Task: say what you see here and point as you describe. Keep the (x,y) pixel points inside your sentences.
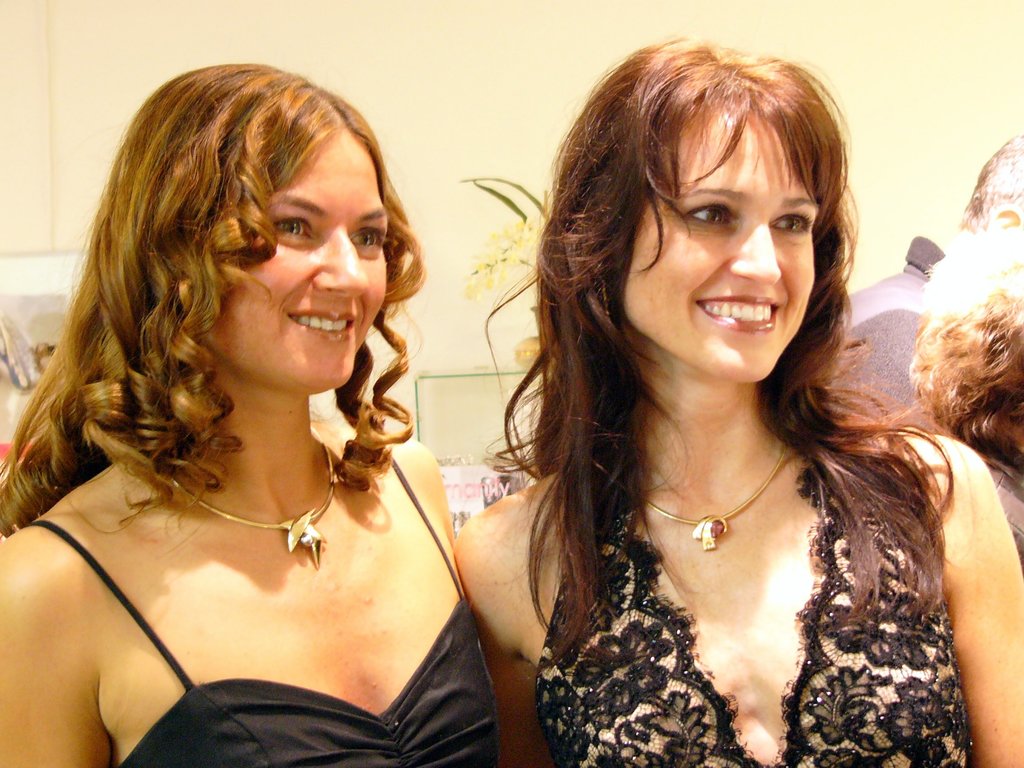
In this image we can see few persons (512,453). Behind the persons (735,410) we can see few objects (419,380) and the wall (443,265).
